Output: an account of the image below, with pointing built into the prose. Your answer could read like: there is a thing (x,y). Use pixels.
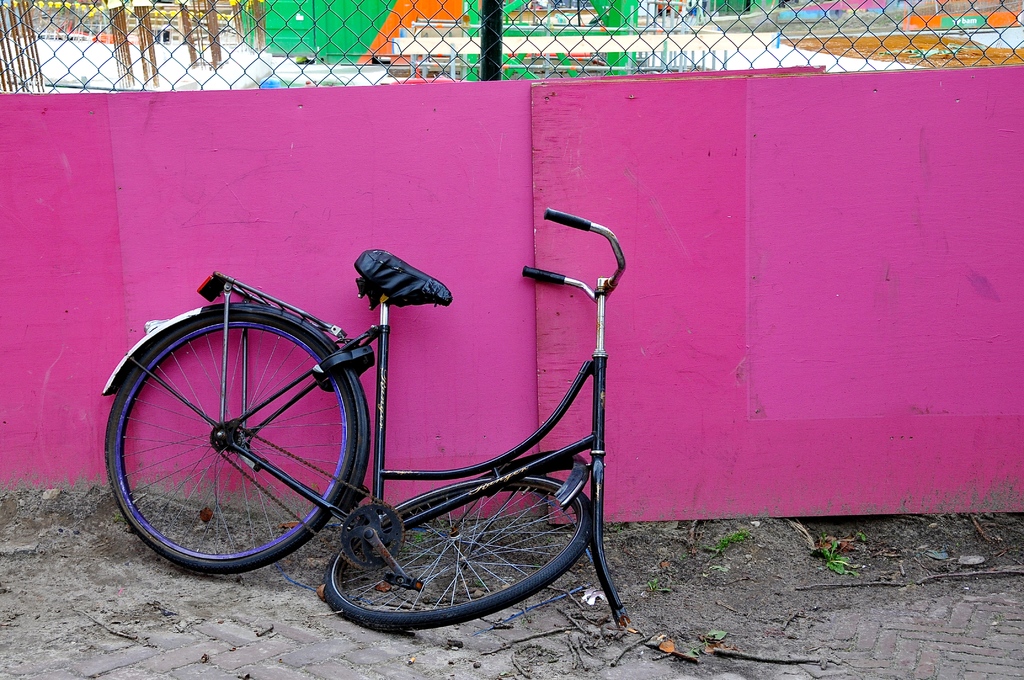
In this image in the center (555,424) there is one cycle (476,481), at the bottom (431,637) there is walkway (1007,644) and some sand (918,576) and scrap (935,576). In the background (492,6) there is a net (745,25), boards (613,180), benches (408,50) and some other objects (338,35).
